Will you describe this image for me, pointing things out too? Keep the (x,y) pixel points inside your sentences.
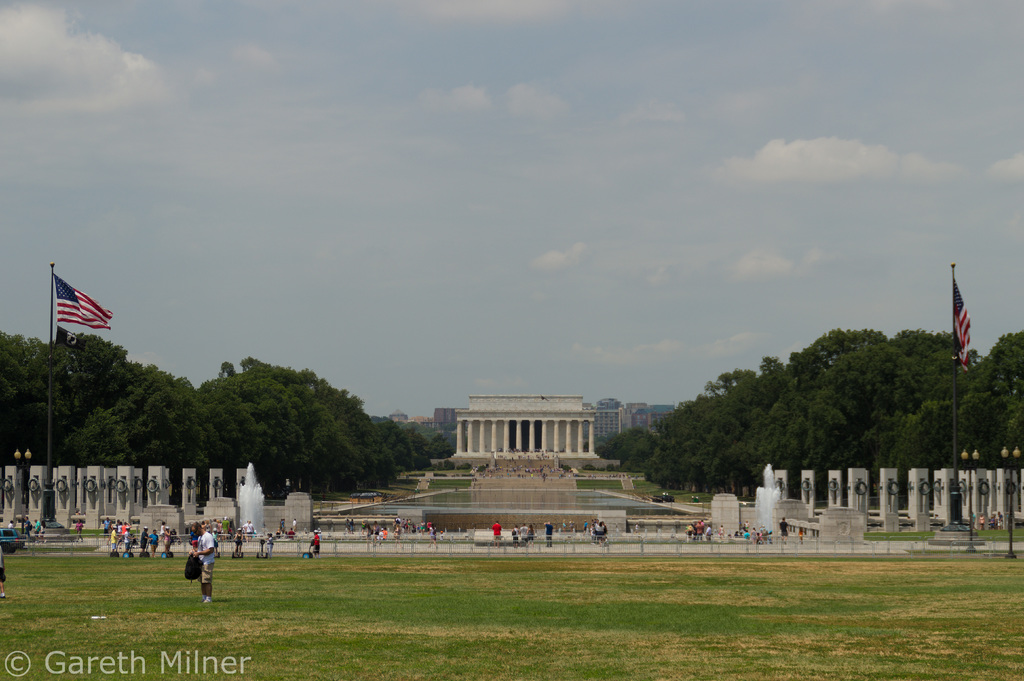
In the foreground of this picture (564,622), there is a grass (270,588) on which few persons (211,583) are standing on it. We can also see two flags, fountains (252,506), trees (363,456) and there is also a palace like building (542,440) and water (560,497) in front to it. In the background (625,404), there are buildings (626,423), sky (512,259) and the cloud (547,259).
